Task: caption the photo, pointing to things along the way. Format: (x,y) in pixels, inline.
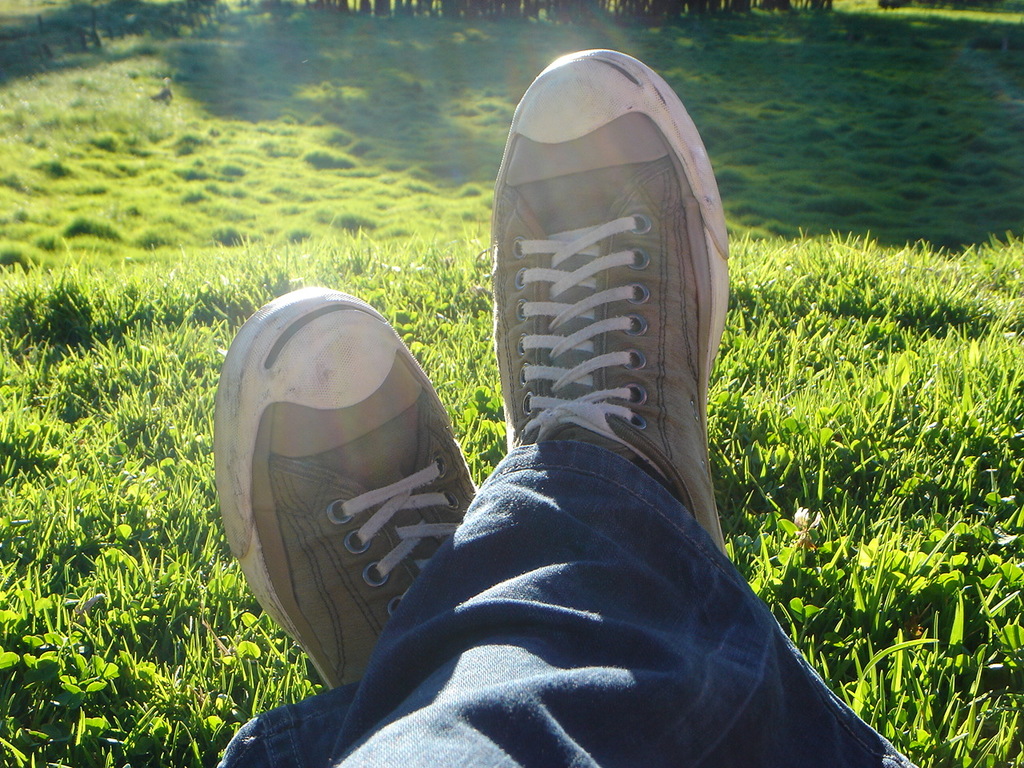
In this picture we can see grass (782,143) and person legs (732,702) wearing blue jeans (490,679) and shoes (426,406).
